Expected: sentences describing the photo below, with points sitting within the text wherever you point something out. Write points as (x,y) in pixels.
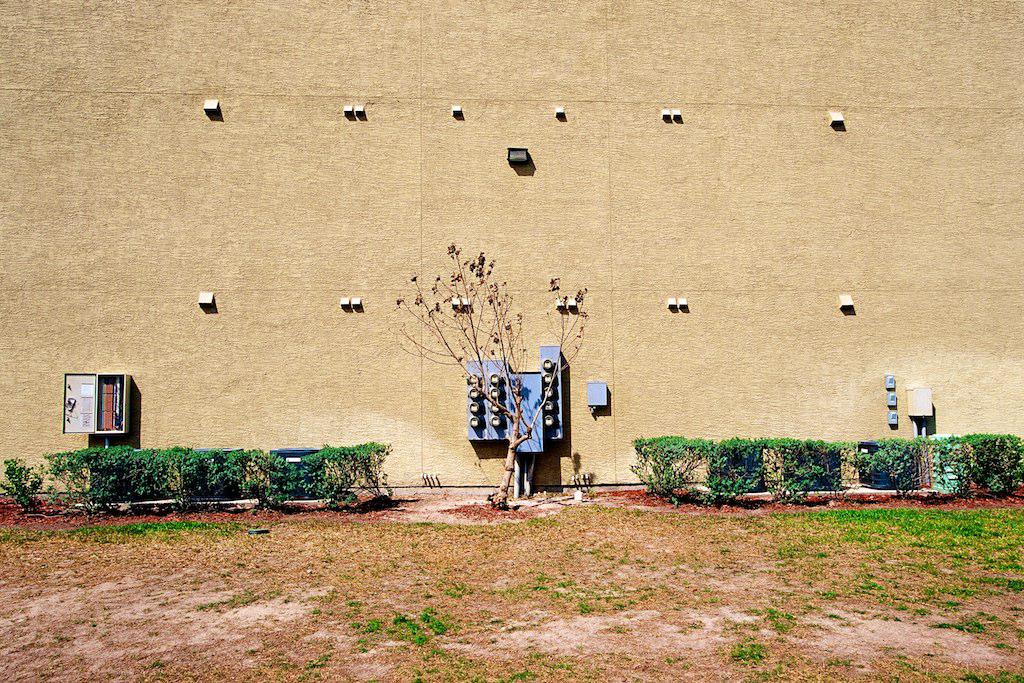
In this image we can see a wall (504,199), on the wall (155,348) we can see some lights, electrical boxes (491,404), and other objects (305,464), we can also see some plants (901,451), a tree (530,425), and the garden (718,599).
